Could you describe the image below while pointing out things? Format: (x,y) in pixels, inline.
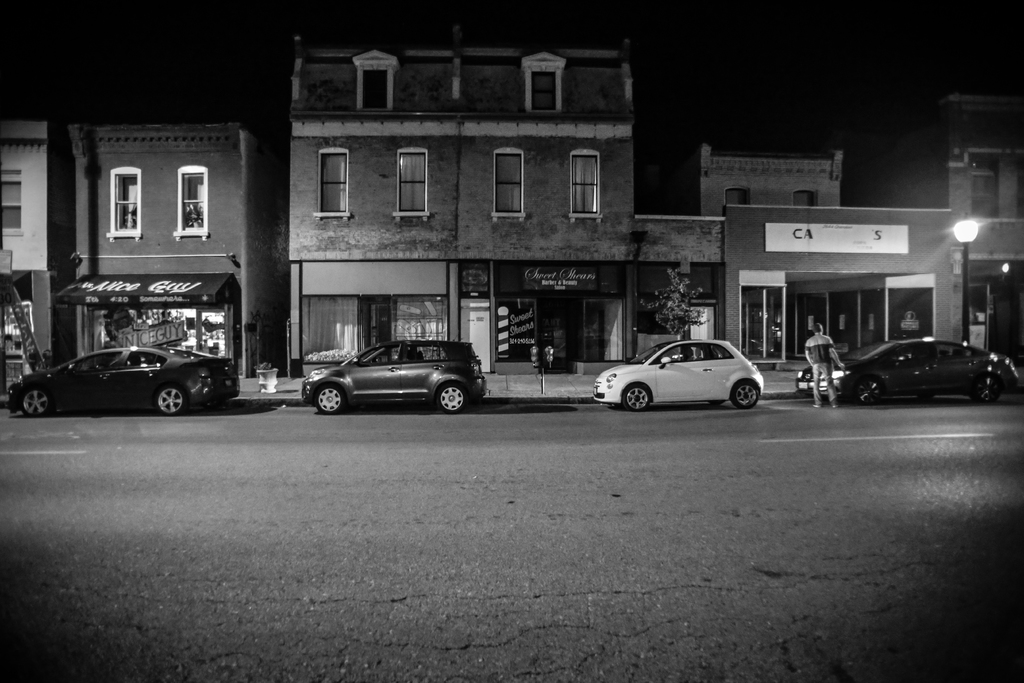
This is a black and white pic. We can see vehicles (749,401) and a person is standing on the road (734,457). In the background (386,261) we can see light pole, plants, hoarding boards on the walls (55,249), glass doors (385,340), windows (106,334) and objects (536,360).
